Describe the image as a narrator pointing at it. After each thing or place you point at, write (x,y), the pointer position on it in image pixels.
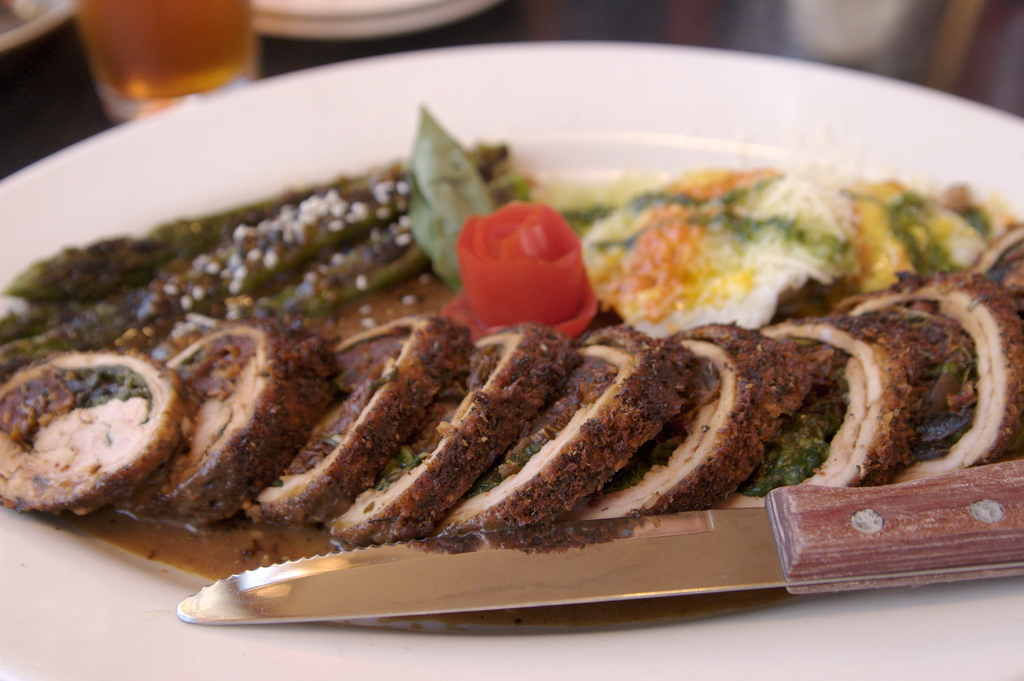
In this picture we can see a white plate (115,571) with food items (505,242) on it and beside this plate (328,199) we can see a glass (242,48).
